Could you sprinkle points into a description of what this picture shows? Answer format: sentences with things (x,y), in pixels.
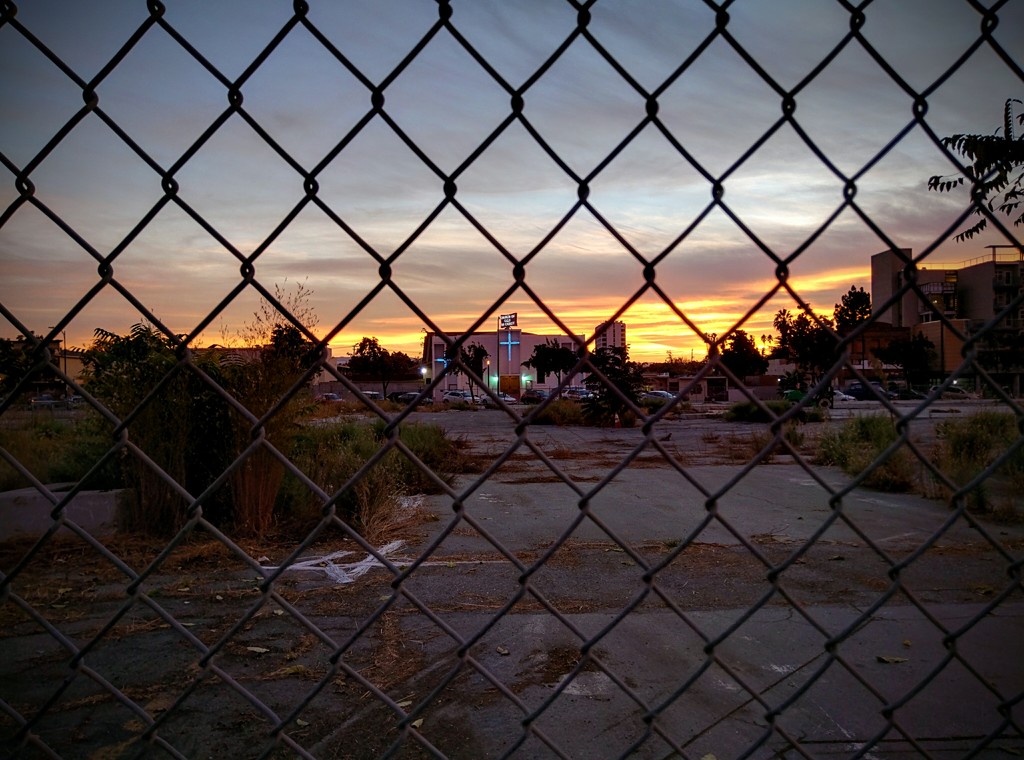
It is an iron net (630,294) and in the back side (505,393) there are buildings (520,347) and trees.
